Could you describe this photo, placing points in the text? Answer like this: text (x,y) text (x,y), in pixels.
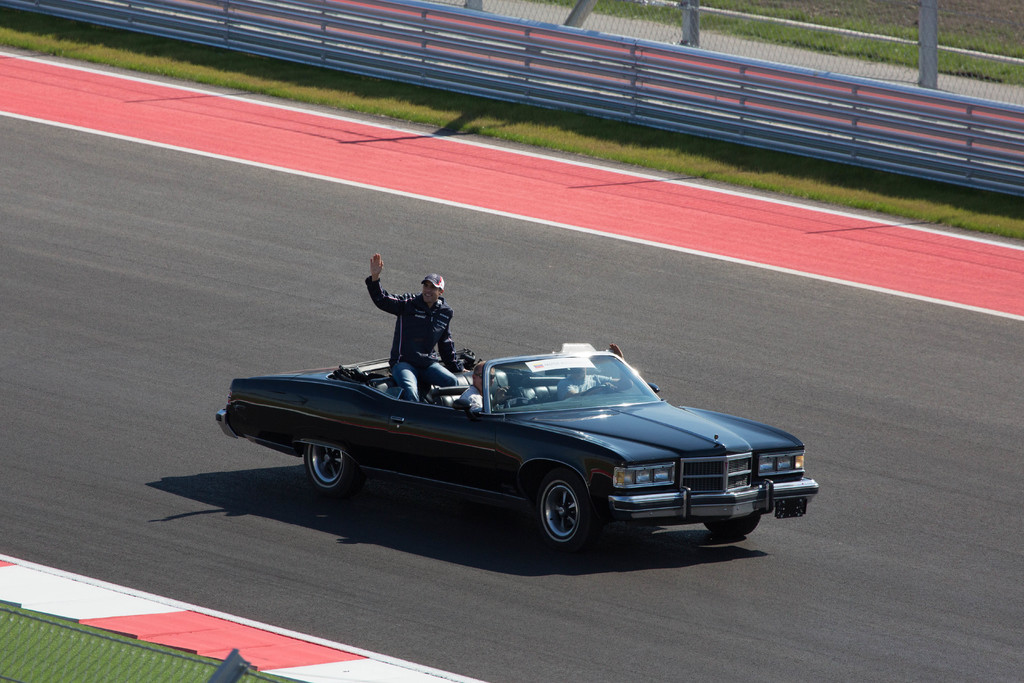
In this image I can see the car (540,484) on the road (596,590). I can see few people (482,382) inside the car (485,370) with different color dresses (451,357) and one person (434,367) is wearing the cap (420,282). To the side of the road (522,218) there is a railing (546,90), poles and the grass (617,150).
